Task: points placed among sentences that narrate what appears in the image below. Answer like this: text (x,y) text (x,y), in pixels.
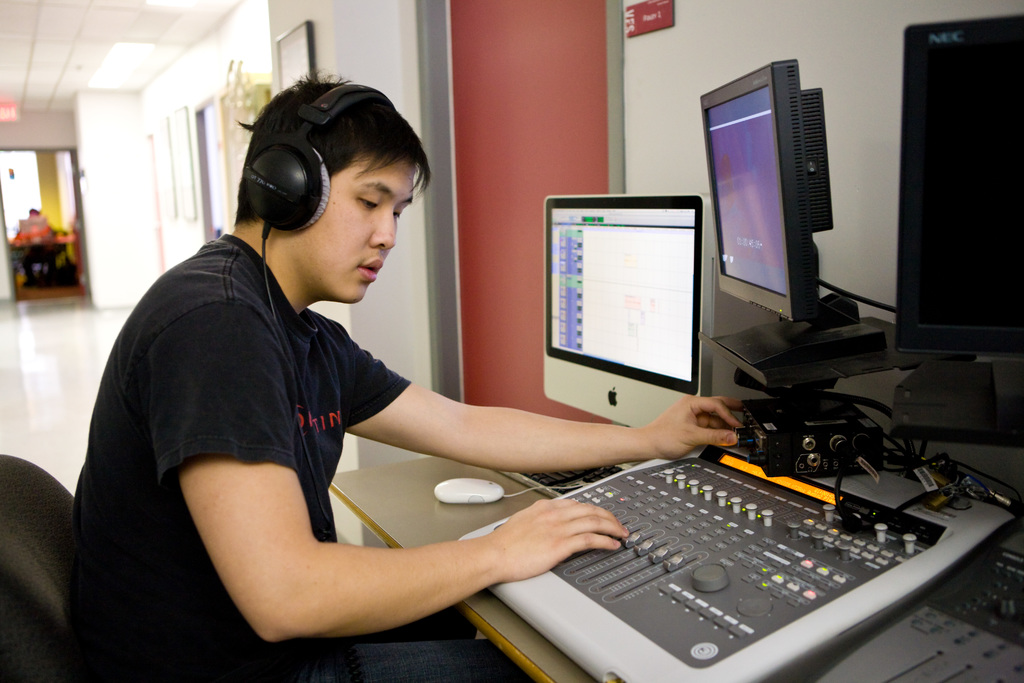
Bottom left side of the image (250,493) a man (318,383) is sitting on a chair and wear a headphone (303,204). Bottom right side of the image (770,458) there is a table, on the table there is a electronic device (783,458) and screen (655,260), monitor (757,291), keyboard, mouse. Behind them there is a wall (957,9). Top left side of the image (166,39) there is roof (170,39) and there is door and there are some chairs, on the chairs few persons (46,240) are sitting.
